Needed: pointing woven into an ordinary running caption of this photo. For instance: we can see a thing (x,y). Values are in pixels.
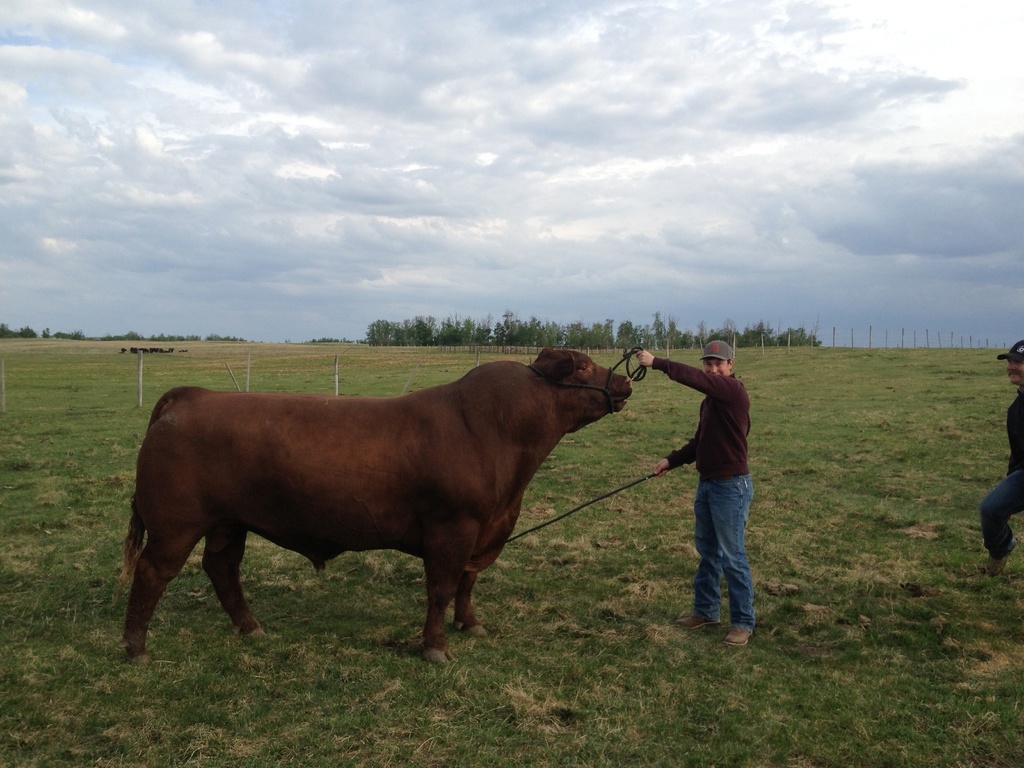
In this picture we can see an animal (438,589) and people (702,612) on the ground (577,624) and in the background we can see poles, trees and sky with clouds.
